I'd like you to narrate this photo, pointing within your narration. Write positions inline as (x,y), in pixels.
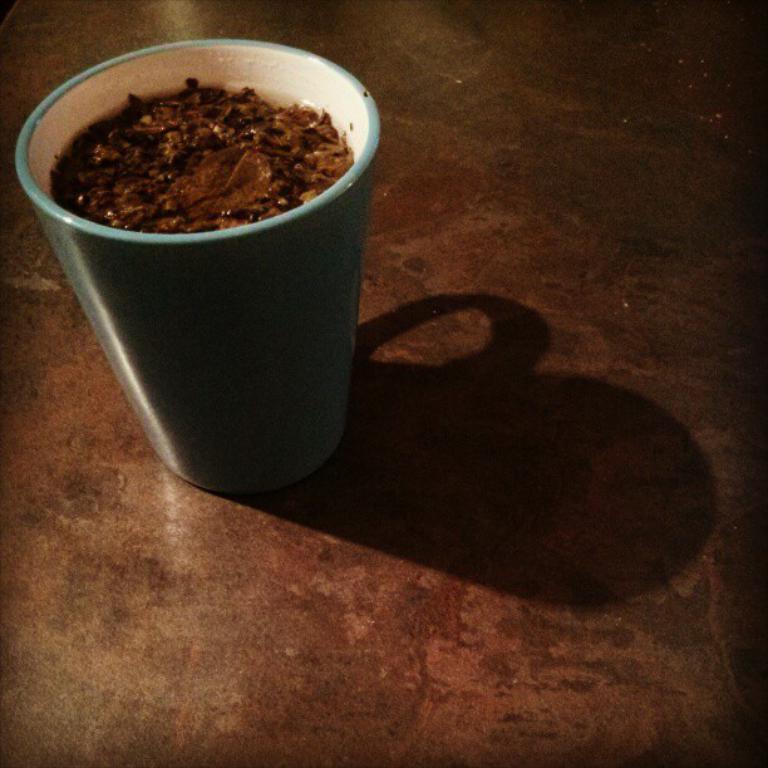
In this image a cup (273,217) is filled with food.
